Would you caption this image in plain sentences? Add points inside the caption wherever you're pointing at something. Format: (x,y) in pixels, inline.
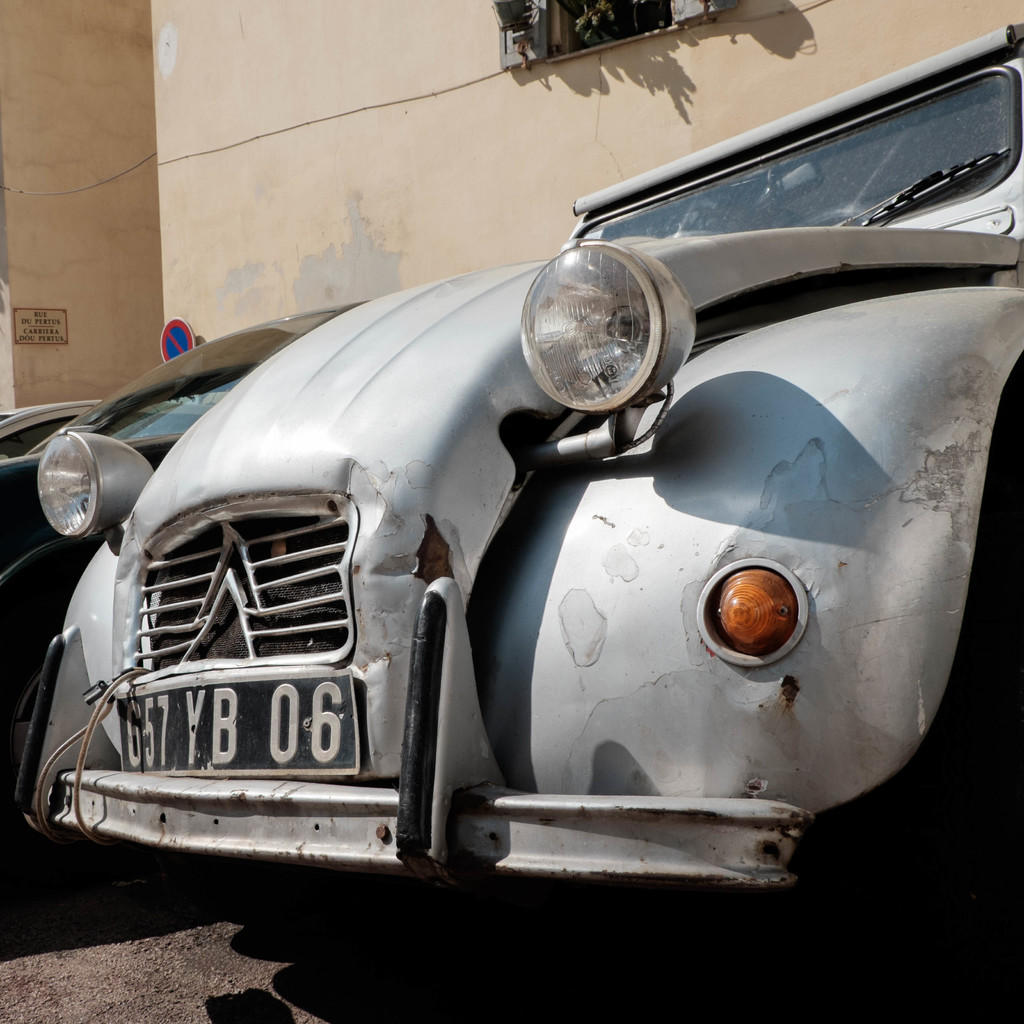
In this image, I can see two cars (286,808) on the road (199,1009). In the background (48,345), I can see a signboard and a board (61,323) attached to the wall (359,126). At the top of the image (543,60), there is a window (539,60).
